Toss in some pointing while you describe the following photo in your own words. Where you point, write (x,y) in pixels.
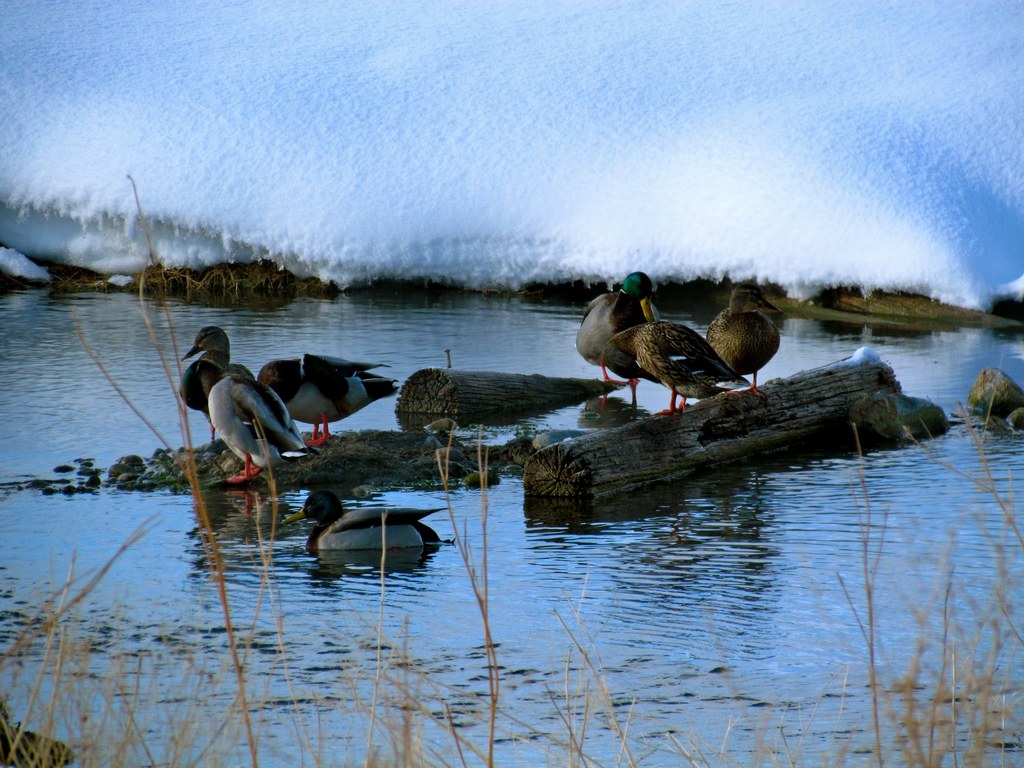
In this image we can see the birds (317,445) on the bark (687,425) of a tree (774,413) and on the rocks (186,483). At the bottom (437,674), there is water (415,603). In the background (411,154), there is snow (314,210). And we can see the plants (419,721).
